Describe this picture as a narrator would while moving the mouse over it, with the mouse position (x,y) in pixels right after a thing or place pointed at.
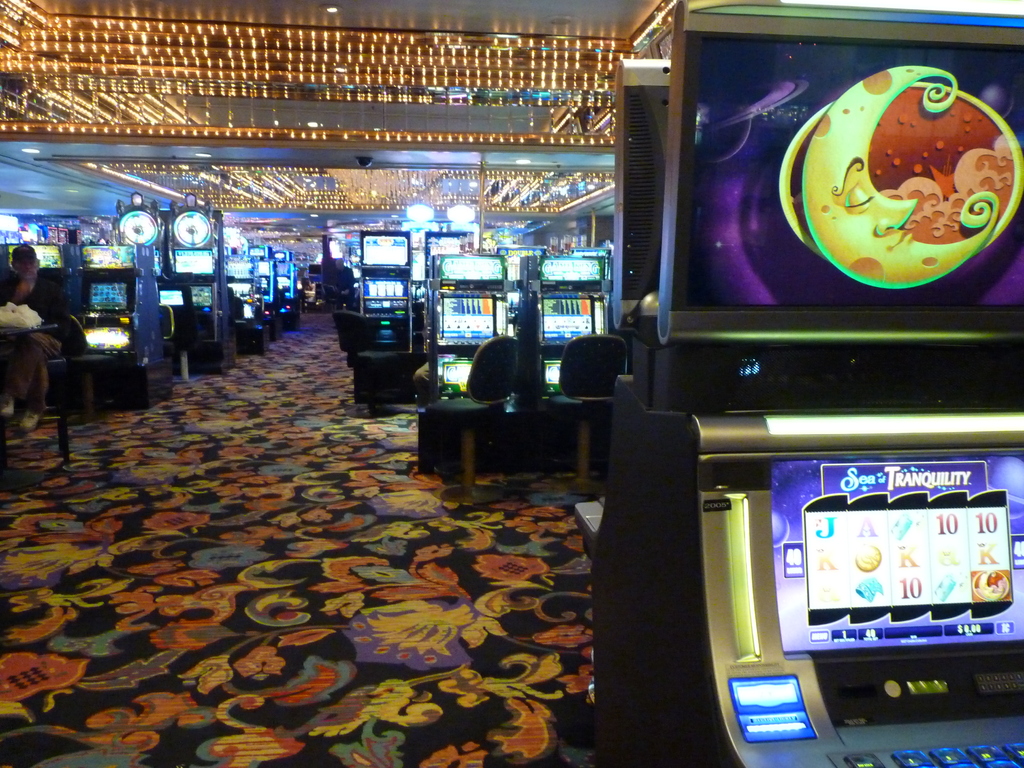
In this picture we can see the inside view of the casino (401,195). In front (960,663) there is a card playing machine (880,532). Behind there are many machine (243,310) and on the top (301,60) there is a yellow color decorative lights (192,50). On the front (168,526) bottom side there is a colorful carpet flooring (249,661).
